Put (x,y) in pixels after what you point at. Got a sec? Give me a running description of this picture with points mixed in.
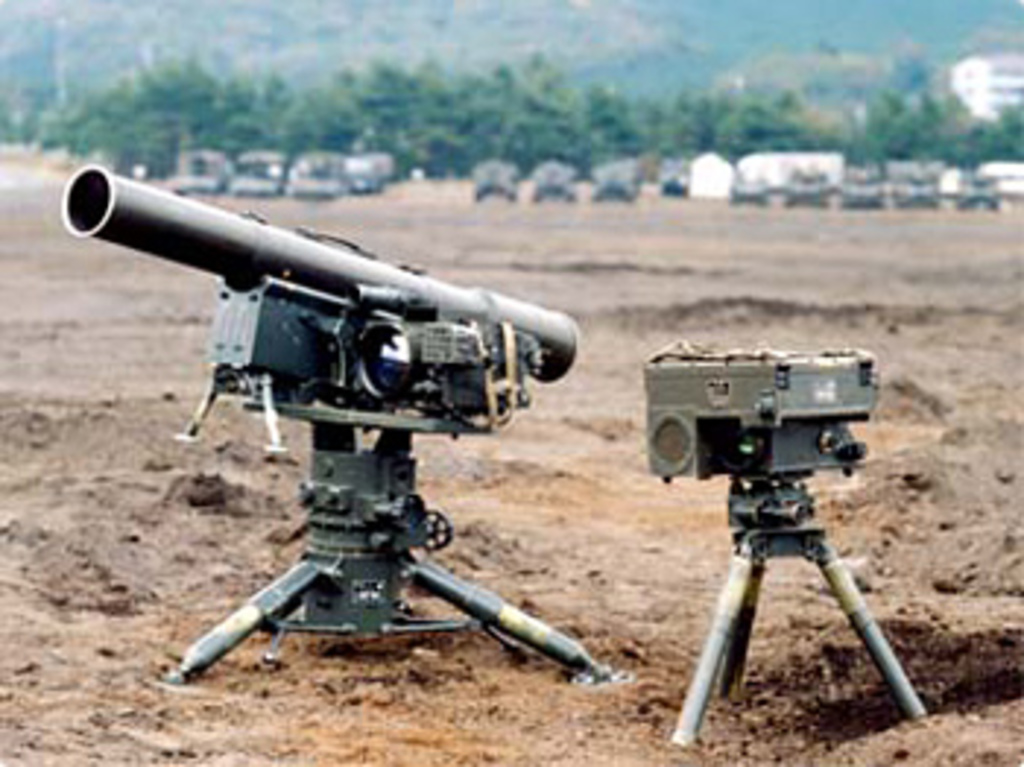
There is a missile system (390,566) arranged on the ground (756,649). In the background (339,168), there are vehicles (965,188) parked, there are trees (898,133), there is a building (982,73) and there is a hill (342,11).
